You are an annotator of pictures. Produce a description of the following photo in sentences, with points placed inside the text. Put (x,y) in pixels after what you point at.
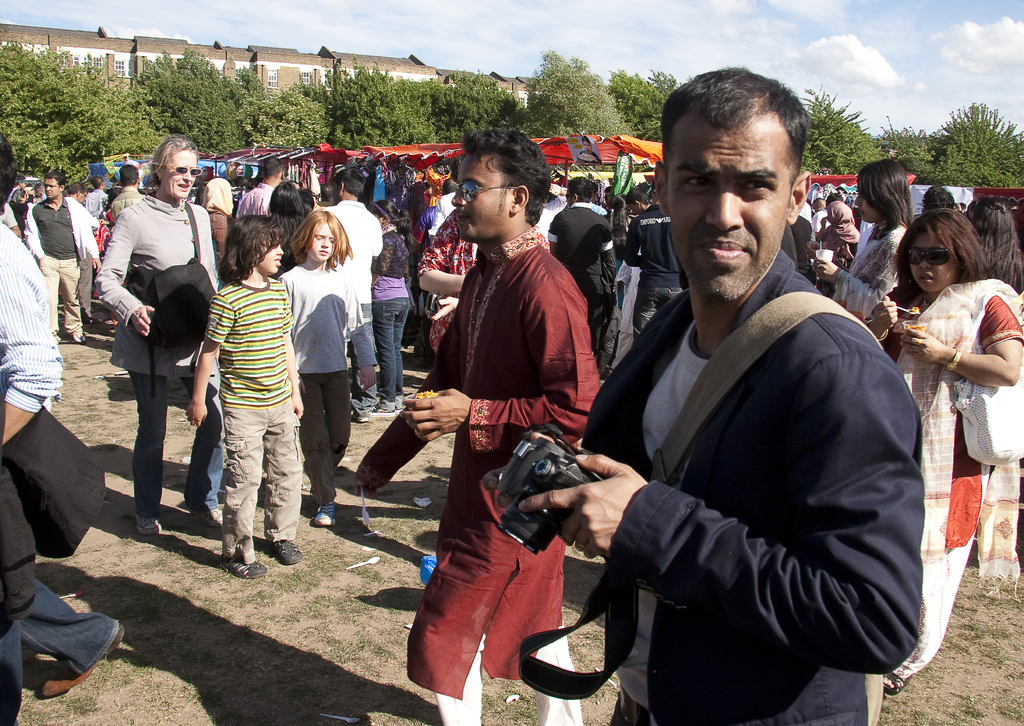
In the center of the image (588,288) there are people (826,575). At the bottom of the image (275,694) there is grass (97,701). In the background of the image (594,173) there are stalls (628,171). There are trees (417,108). There are buildings (350,62). At the top of the image (658,48) there are sky (755,41) and clouds (620,44).
